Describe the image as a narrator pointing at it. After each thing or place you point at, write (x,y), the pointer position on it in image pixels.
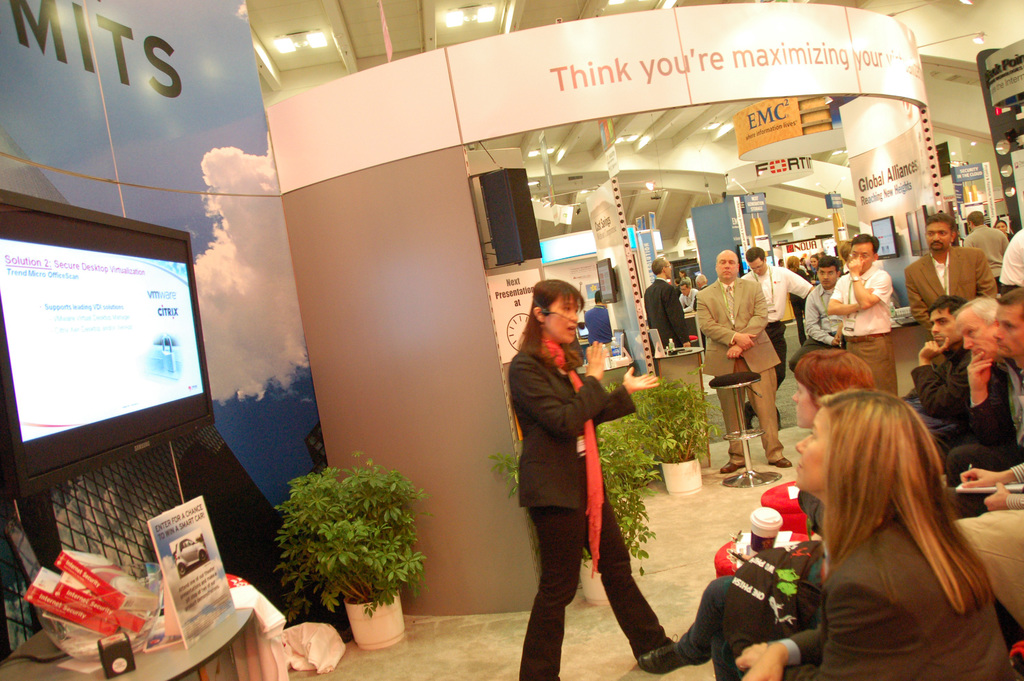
In this picture there are people (799,371), among them there is a woman (532,519) talking. On the left side of the image (175,475) we can see television (41,357), hoarding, board (228,604), boxes (91,609) and objects (141,581) on the table (185,665) and covers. We can see plants (381,581) with pots (388,624), televisions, chair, boards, speaker (502,217), hoardings (521,112) and few objects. At the top of the image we can see lights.
